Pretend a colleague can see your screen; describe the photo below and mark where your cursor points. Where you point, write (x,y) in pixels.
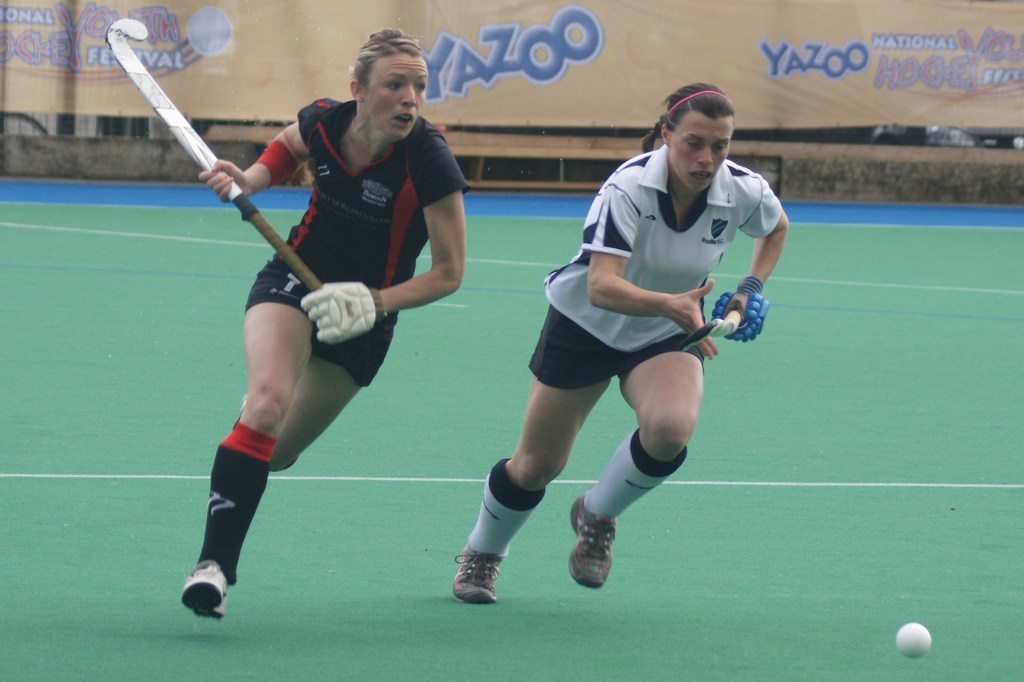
In this image there are persons (380,273) playing hockey. In the background (594,69) there is a board (433,62) with some text (476,59) written on it. In the front (918,653) there is a ball (916,650) which is white in colour.
